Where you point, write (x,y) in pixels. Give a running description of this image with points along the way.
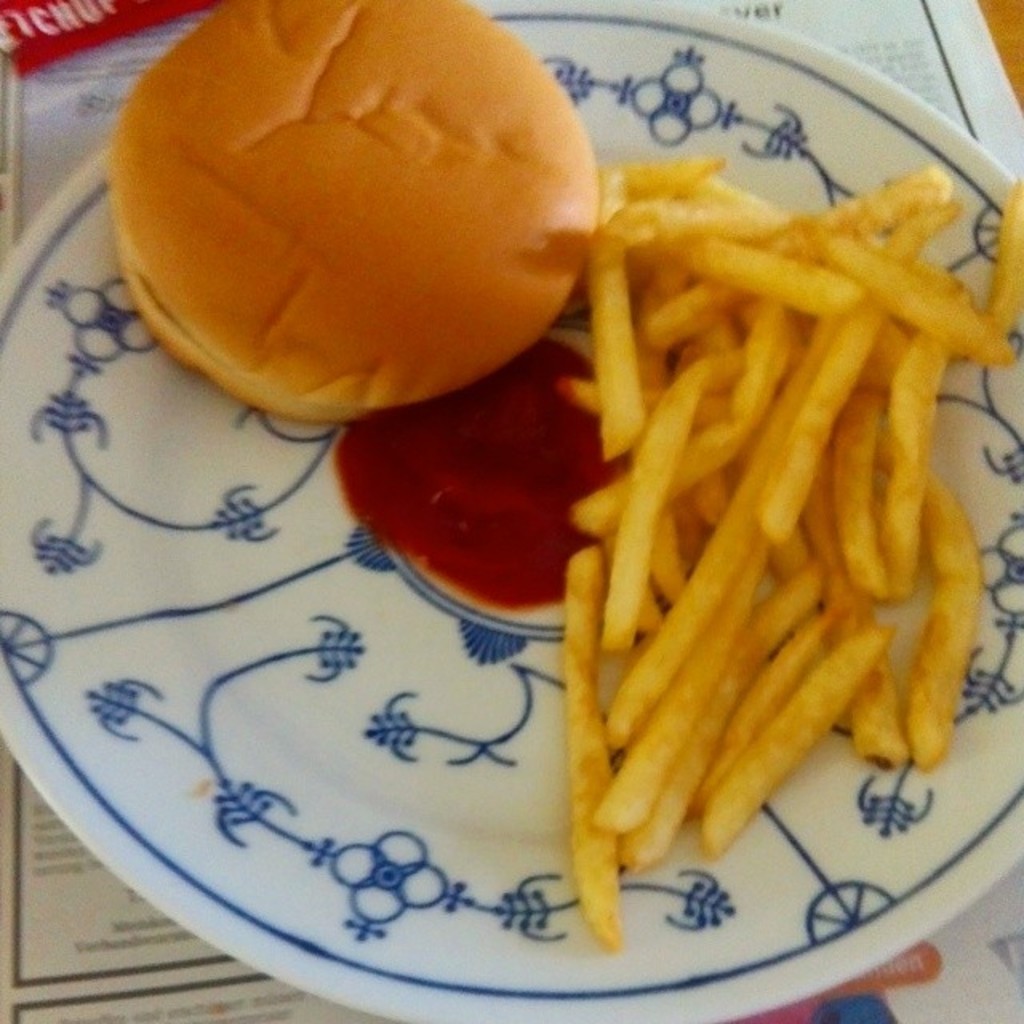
In this picture I can observe some food (385,412) placed in the white color plate (371,820). I can observe bun (375,208) and some french fries (625,610) in the plate (387,665). The plate (163,450) is placed on the table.
